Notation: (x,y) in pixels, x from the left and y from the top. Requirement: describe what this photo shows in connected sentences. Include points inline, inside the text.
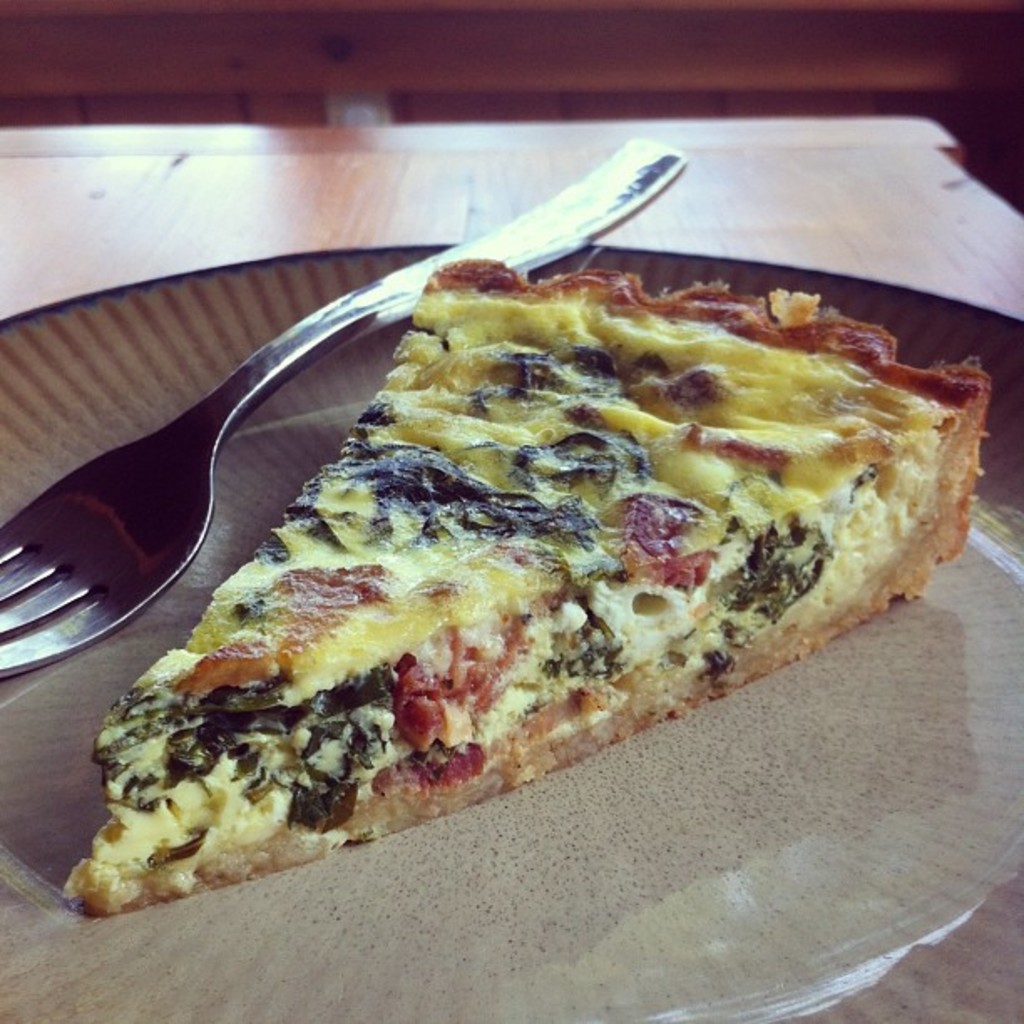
In this image I can see a slice of quiche (572,504) and a fork (188,513) on a plate (964,1000).
